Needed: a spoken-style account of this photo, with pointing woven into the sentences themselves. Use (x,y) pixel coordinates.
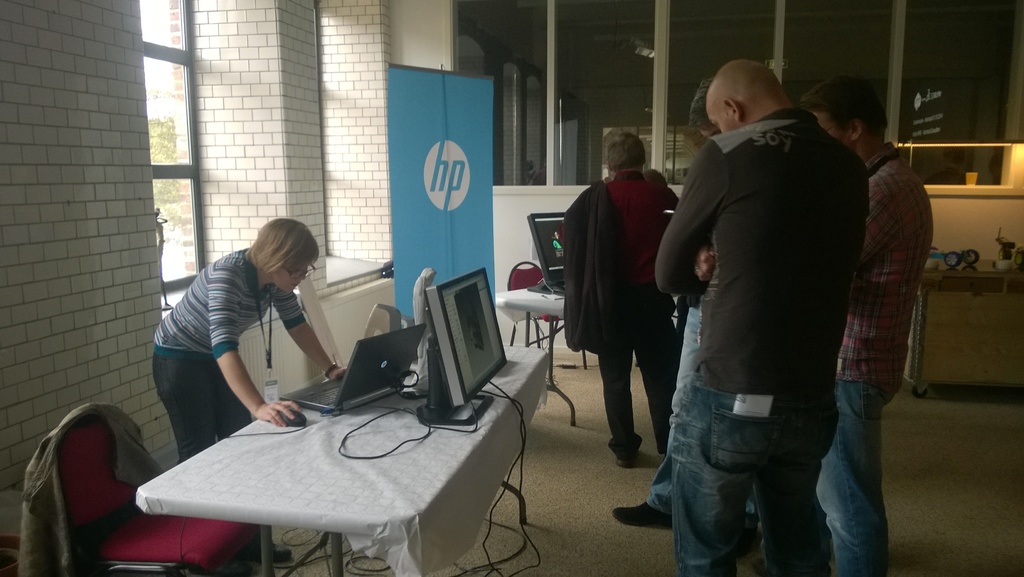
In this picture we can see some persons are standing on the floor (925,526). This is table (411,446). On the table (385,510) there are monitor (463,314), laptop (380,340), and a cloth (378,498). On the background (77,179) there is a wall (61,51) and this is banner (427,206).
